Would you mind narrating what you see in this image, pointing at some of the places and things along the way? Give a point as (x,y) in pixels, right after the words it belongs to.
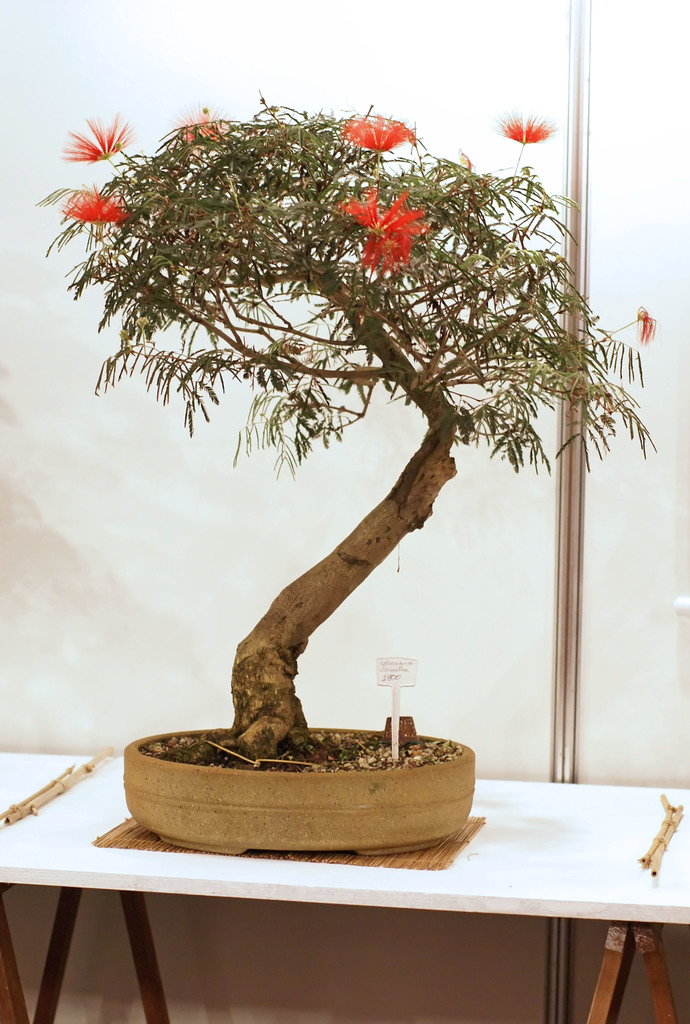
In the center of the image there is a table (30,783). On the table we can see pot (277,802), plant (366,529), flowers (373,254), board (395,711), sticks (39,792). In the background of the image (361,586) we can see the wall (439,526).
